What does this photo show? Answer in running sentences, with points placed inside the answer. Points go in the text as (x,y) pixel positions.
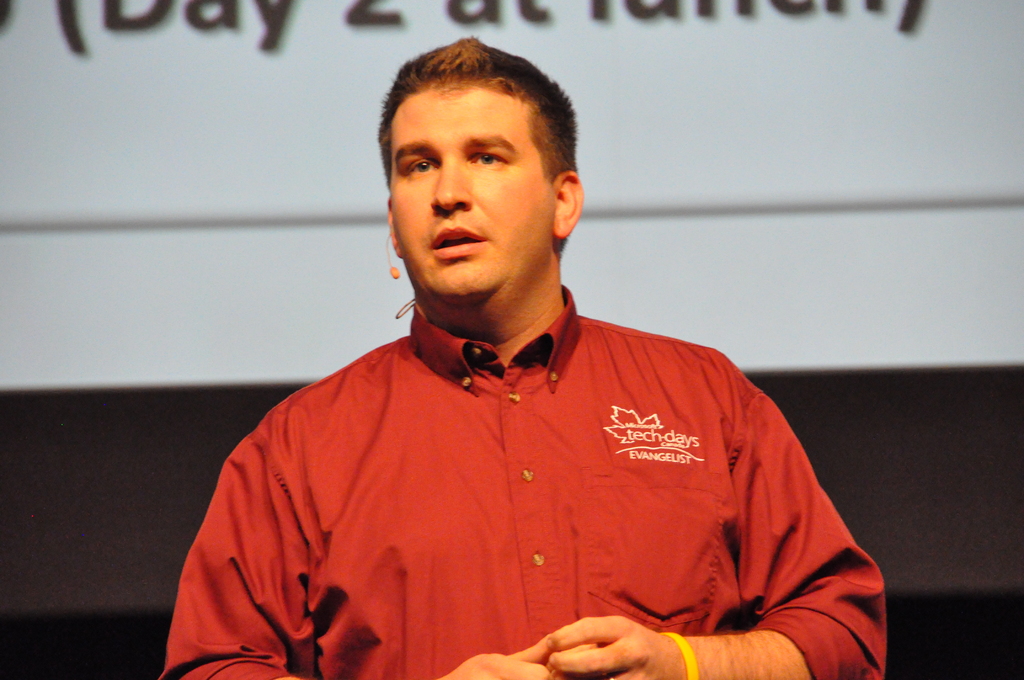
In this image there is a person (444,255) wearing a mic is delivering a speech, behind the person (490,210) there is a screen (324,194).
